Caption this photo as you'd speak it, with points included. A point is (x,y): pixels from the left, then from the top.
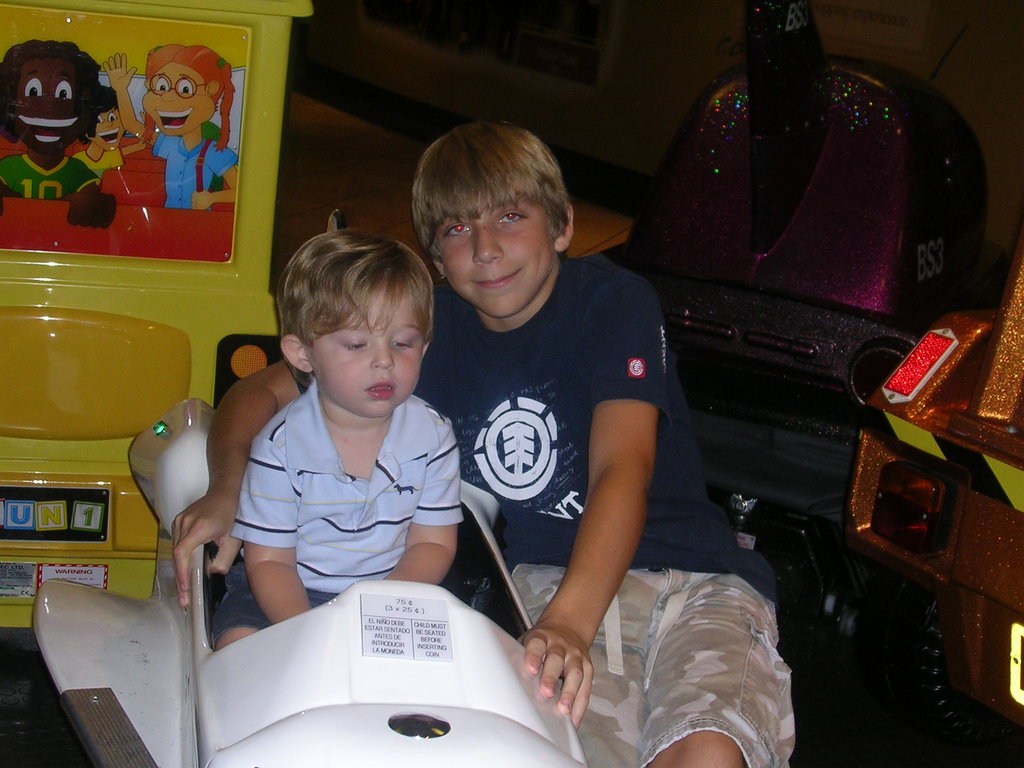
In this picture we can see a boy (627,609) smiling and beside him a boy (388,467) sitting on a vehicle (499,722) and at the back of them we can see some objects (758,272) and in the background (432,69) it is dark.
